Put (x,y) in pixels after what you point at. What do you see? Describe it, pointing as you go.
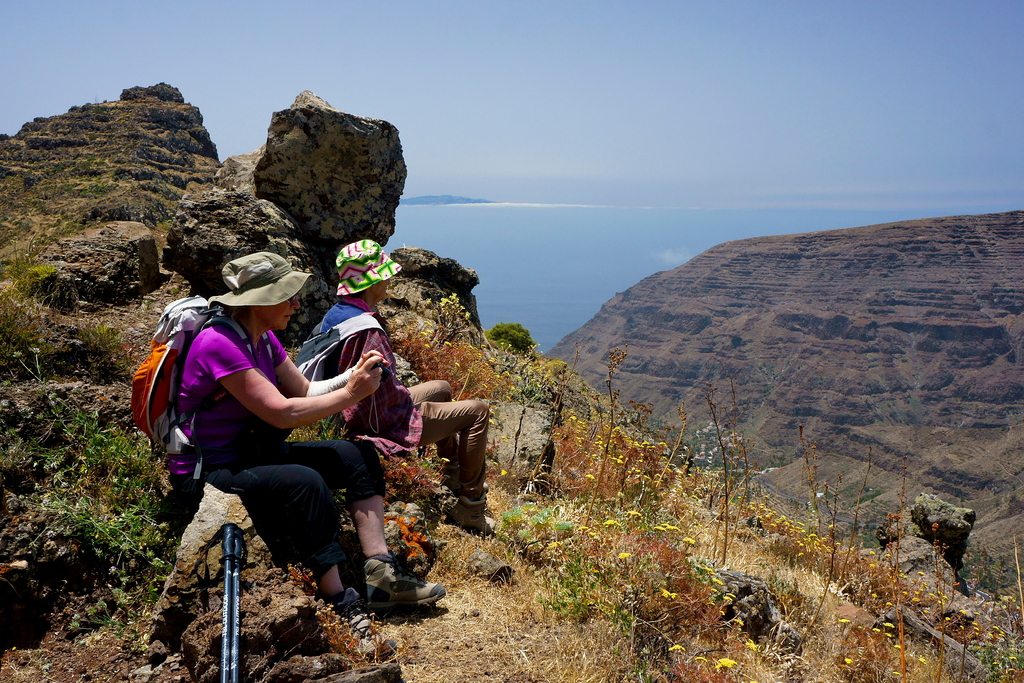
This picture is taken on a hill (274,592). Towards the left (287,462), there are two people (308,446) sitting on the stones (203,544). Both of them are wearing hats (259,292) and carrying bags (331,353). At the bottom (226,645), there are sticks (224,648). On the hill (215,662), there are stones (730,590) and plants (645,500). Towards the right (858,323), there's another hill (842,323). In the background (547,227), there is water (504,290) and sky (506,69).
